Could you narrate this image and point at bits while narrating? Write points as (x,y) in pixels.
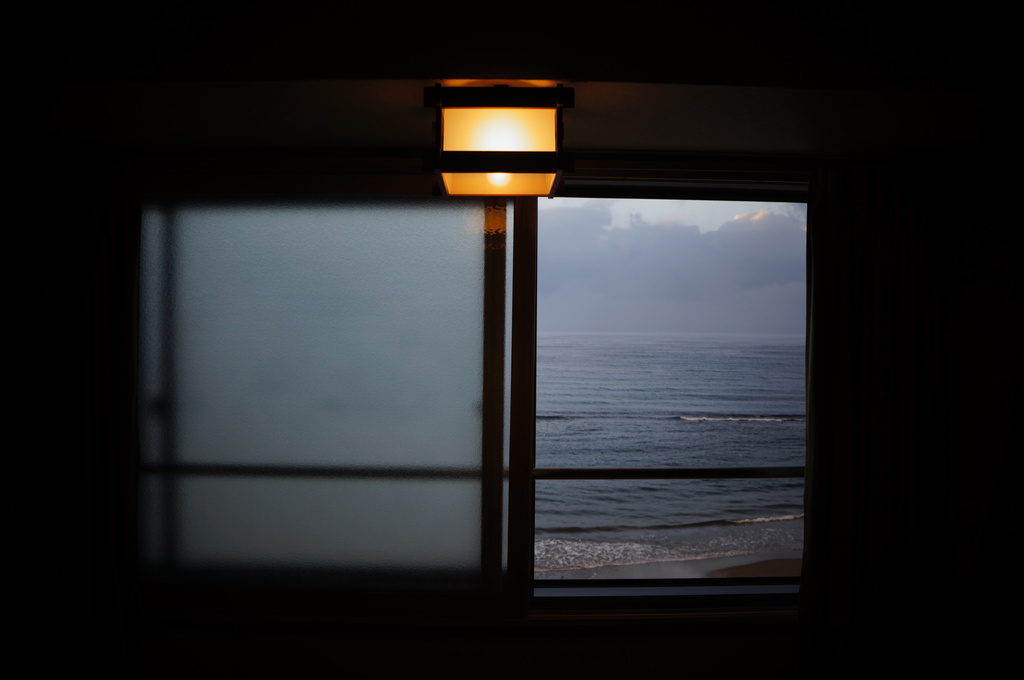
In the center of the image (645,390) there is a window (556,441). Through which we can see water (627,379), sky (623,233). At the top of the image (536,143) there is ceiling (219,37) with light (469,90).
